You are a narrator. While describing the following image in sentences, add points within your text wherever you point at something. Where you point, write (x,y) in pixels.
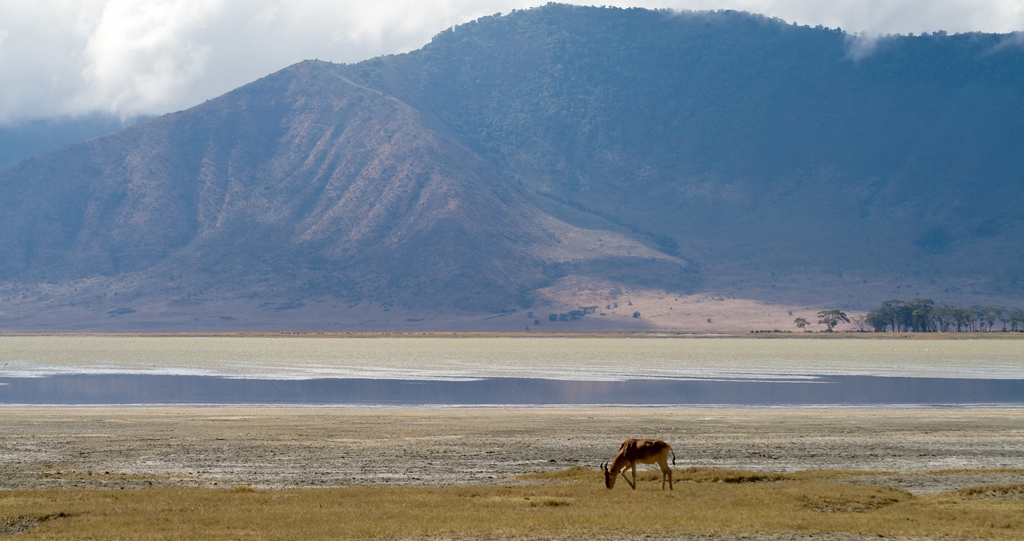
This picture is clicked outside. In the foreground (651,479) we can see an animal (638,445) standing and seems to be eating grass (649,497) and we can see a water body (481,368). In the background (249,34) we can see the sky (174,39) which is full of clouds (137,73) and we can see the hills (719,169), trees (918,329) and some other objects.
